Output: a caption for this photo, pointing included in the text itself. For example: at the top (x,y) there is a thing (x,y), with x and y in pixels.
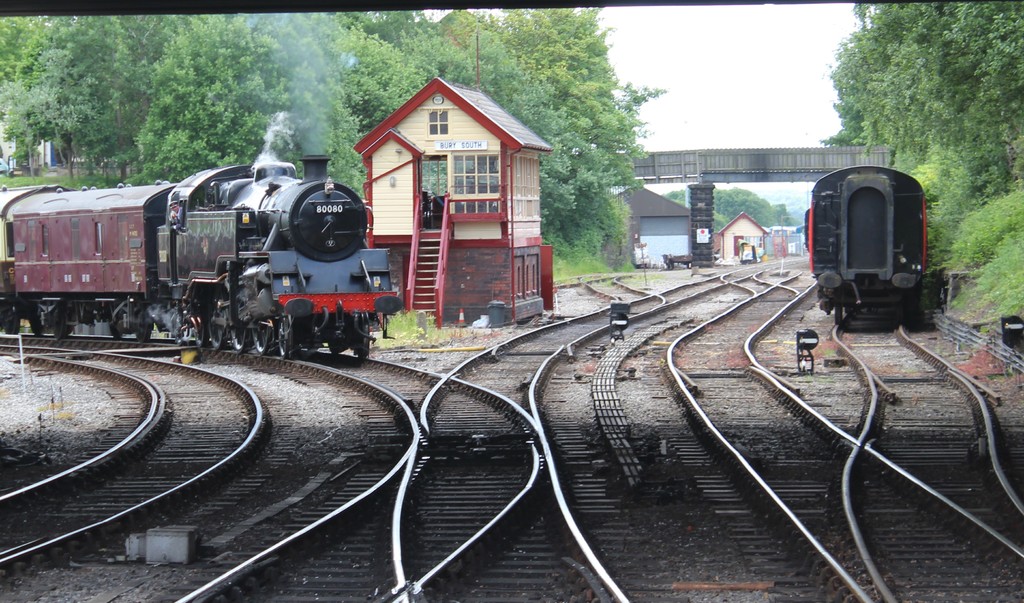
In this image, we can see some railway tracks (953,512) and there are two trains (892,265) on the tracks (996,582), we can see a small room (381,138), there is a bridge (763,152) and we can see some green trees (383,91), at the top (787,136) there is a sky (829,120).
